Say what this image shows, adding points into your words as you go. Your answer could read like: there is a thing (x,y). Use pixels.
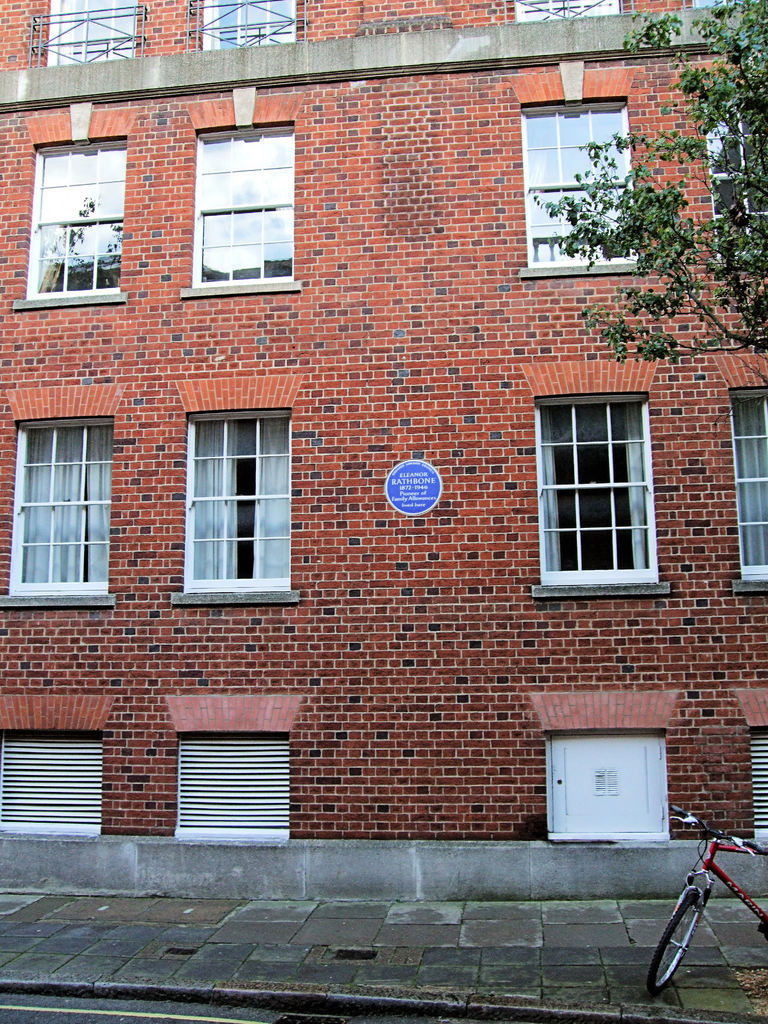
This image consists of a building (516,561) in brown color along with windows (274,761). At the bottom (328,965), there is a pavement (320,945). To the right (713,845), there is a bicycle (762,931) and a tree (723,244).
